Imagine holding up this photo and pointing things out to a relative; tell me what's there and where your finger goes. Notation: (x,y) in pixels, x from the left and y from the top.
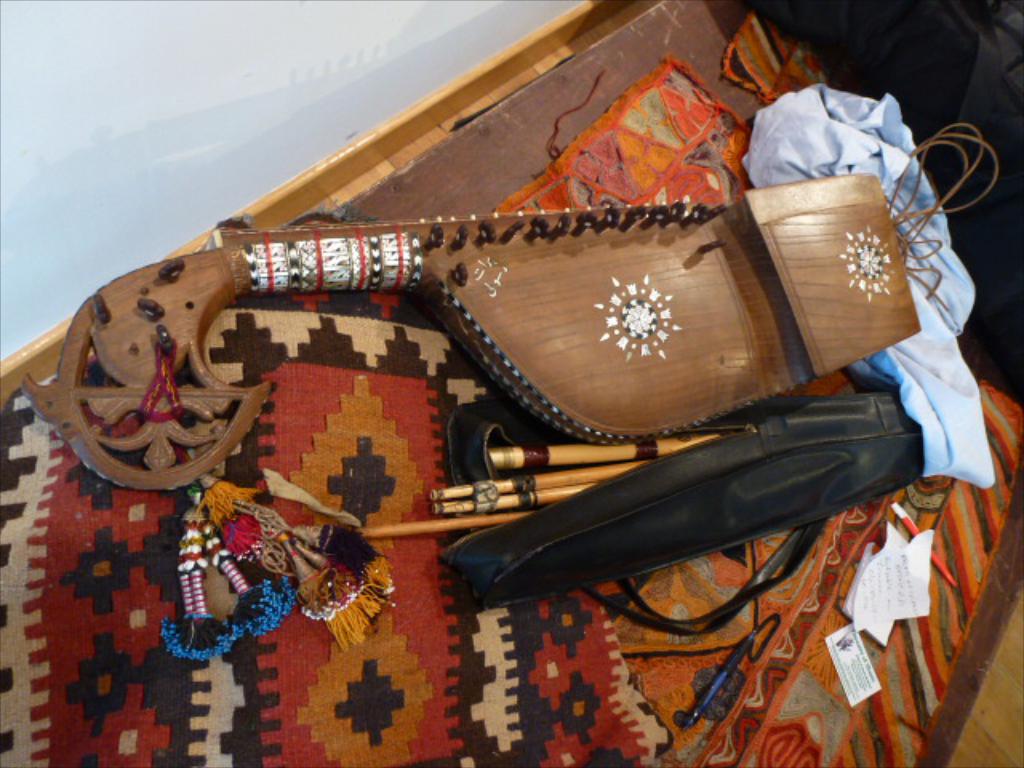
Here in this picture we can see a wooden thing (194,332) present over a place and beside that we can see some wooden sticks (488,501) present in a bag (485,533) and we can also see a cloth (849,157) and a pen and some paper pieces (871,576) present.
